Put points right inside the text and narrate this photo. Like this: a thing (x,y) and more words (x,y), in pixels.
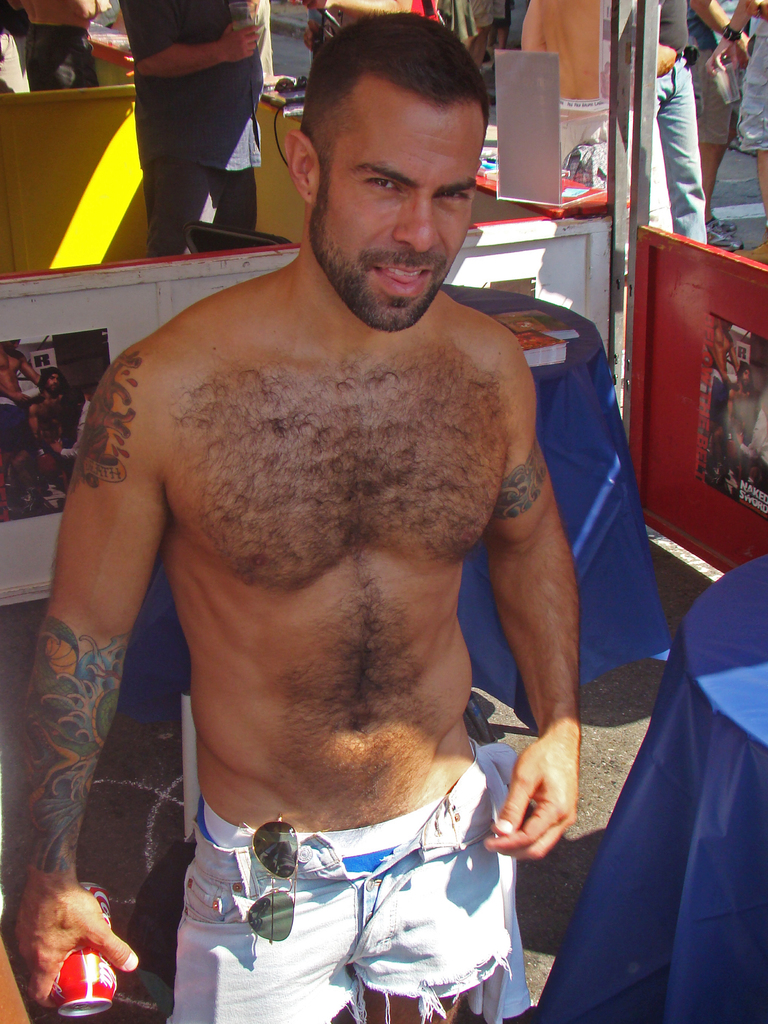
In this image, I can see a person (367,950) standing and holding a tin (113,984). Behind the person (466,346), there are tables (594,426) covered with cloths (597,607) and I can see the posters (81,386) attached to the boards (583,293). In the background (151,121), I can see few people (470,22) standing and there are few objects (531,131).
